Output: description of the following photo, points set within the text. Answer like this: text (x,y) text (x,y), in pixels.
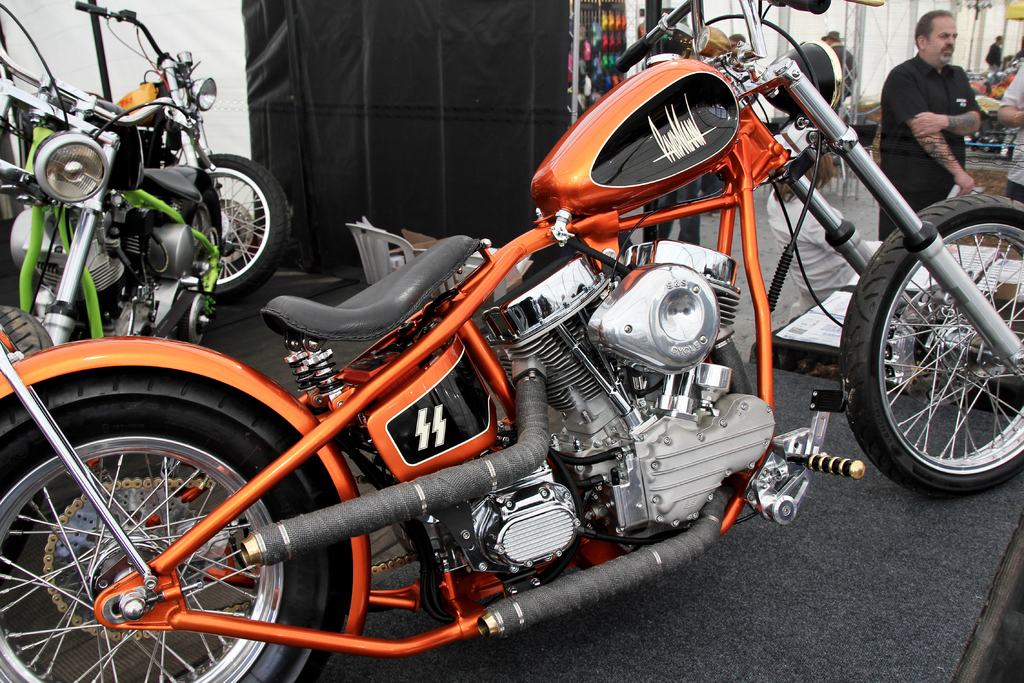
In this picture we can observe an orange color bike (505,352) parked here. On the left side (102,148) there are other two bikes (113,167) parked. One is in green color. On the right side (902,95) there is a person (919,115) standing wearing a black color dress (946,88). In the background (1002,44) we can observe some people (995,56) standing. We can observe black color cloth (421,68) here.
